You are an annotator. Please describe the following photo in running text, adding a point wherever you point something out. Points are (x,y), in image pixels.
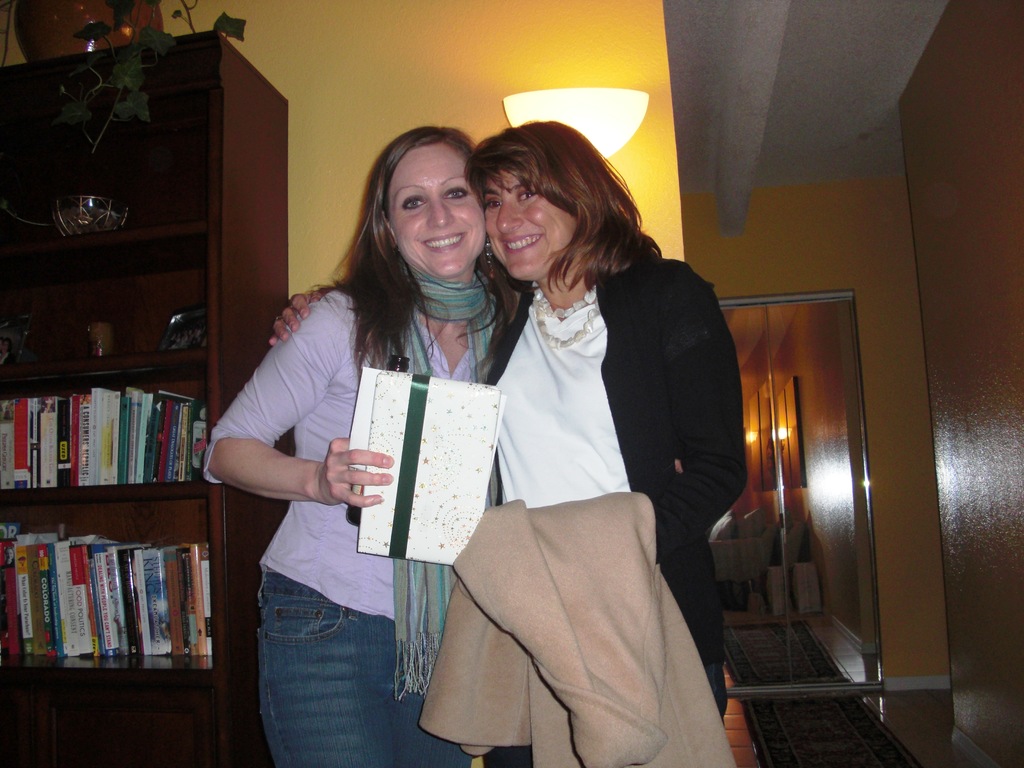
In this image we can see two women (554,407) standing on the floor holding a box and a jacket (545,651). On the left side (134,391) we can see some books (136,434), bowl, cup (101,333), plant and a photo frame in the shelves (135,286) of a cupboard (195,693). On the backside (407,74) we can see a wall (415,90), ceiling light (581,132), roof (765,151) and a door (837,367).
